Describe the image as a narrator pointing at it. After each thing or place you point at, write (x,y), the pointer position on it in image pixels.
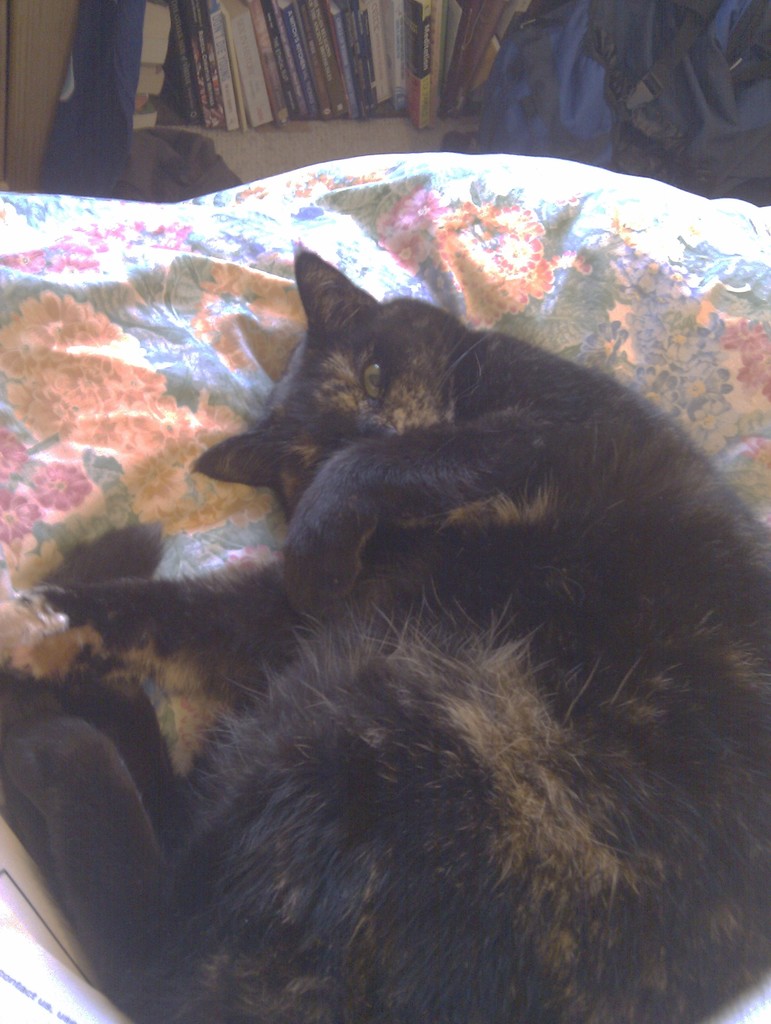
In the foreground of this image (440,733), there is a black cat (408,839) lying on the cloth (234,312). In the background (627,103), there is a bag (616,101), books (331,73) in the shelf (301,84) and seems like a flag (110,107) on the top left corner (92,93).
